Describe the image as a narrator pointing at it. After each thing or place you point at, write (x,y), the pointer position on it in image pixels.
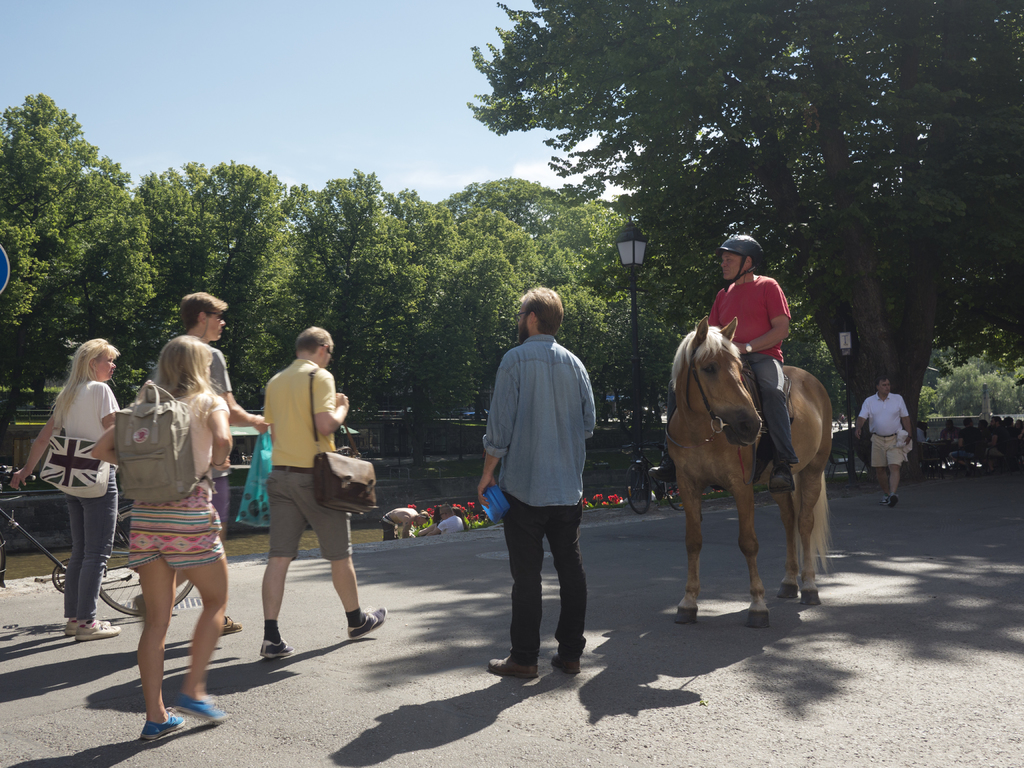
This image is clicked outside. There are trees (459,222) in this image. There are people (221,314) walking. There is a horse (698,436) in the middle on which a person (746,356) is sitting, he is wearing helmet (728,251). There is a light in the middle (634,411). There is sky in the top (279,124).
